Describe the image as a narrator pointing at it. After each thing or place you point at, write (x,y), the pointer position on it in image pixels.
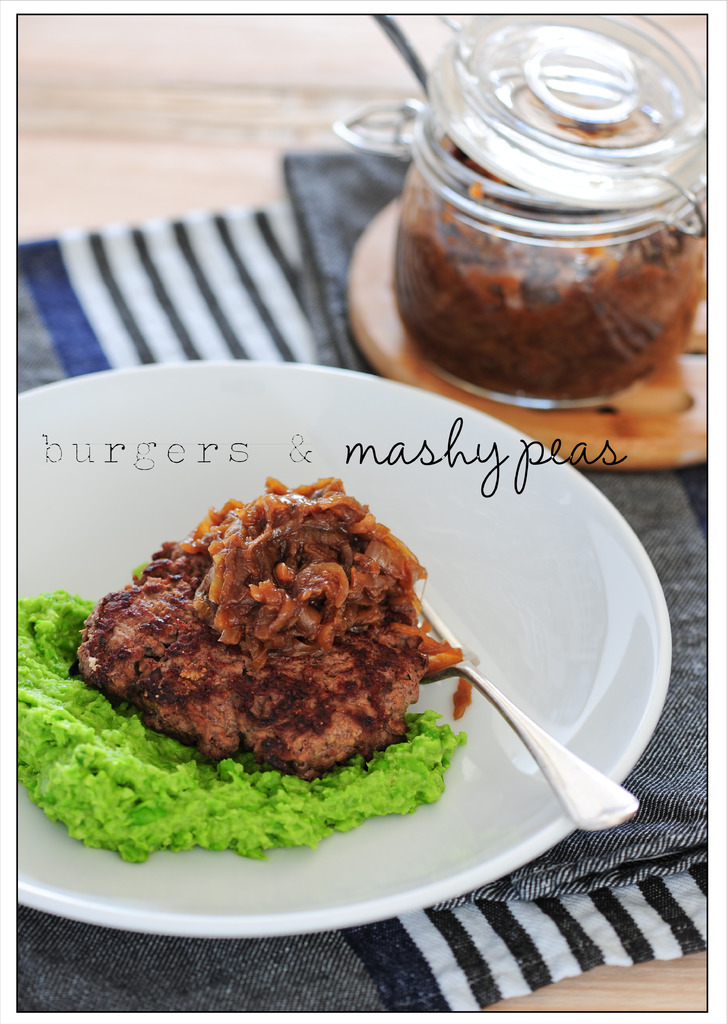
In this image we can see a food item (372,596) on the plate (473,609), it is in brown color, here is the spoon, beside here is the jar (568,202), here is the cloth (652,516) on the table (44,57).
